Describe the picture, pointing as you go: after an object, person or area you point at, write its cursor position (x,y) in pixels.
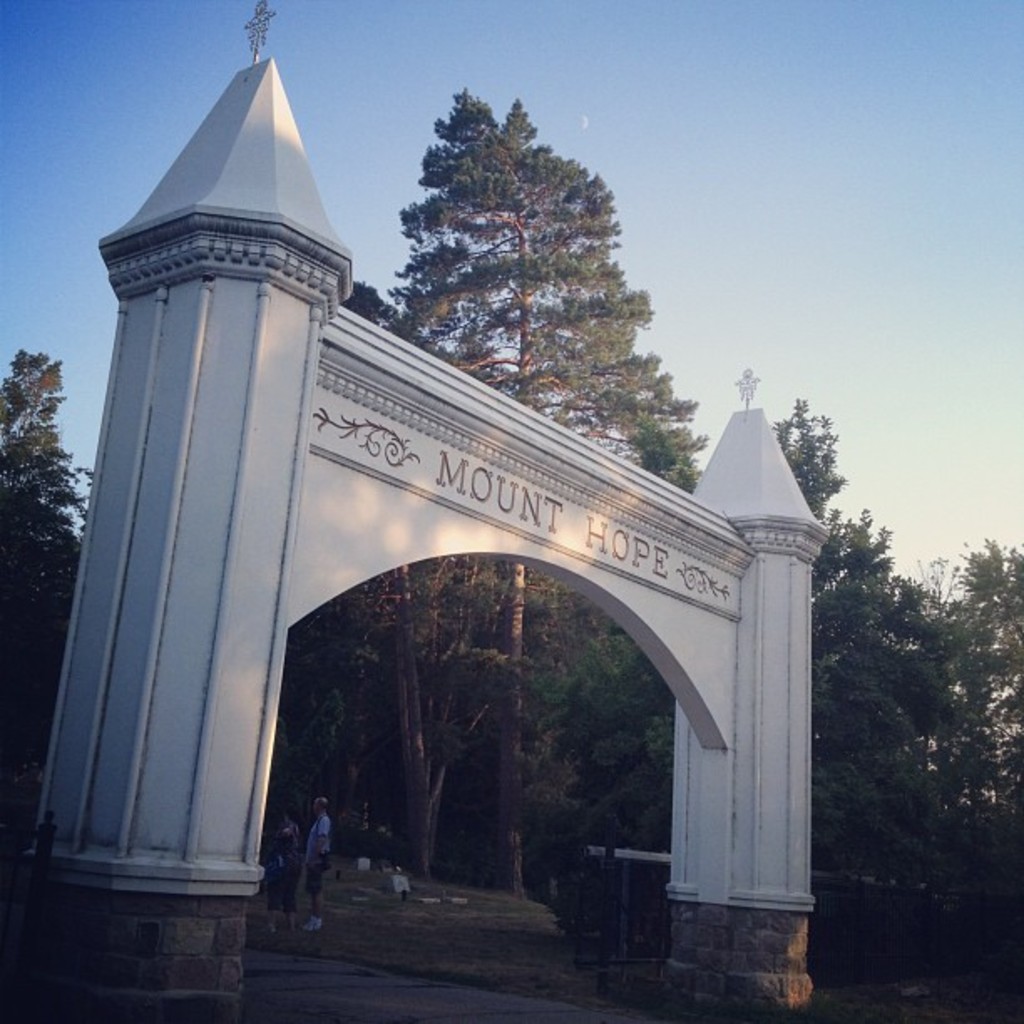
In this image there is an arch (703,536) with a name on it, and there are persons (312,850) standing, road (436,981), trees (968,820), sky (975,52).
